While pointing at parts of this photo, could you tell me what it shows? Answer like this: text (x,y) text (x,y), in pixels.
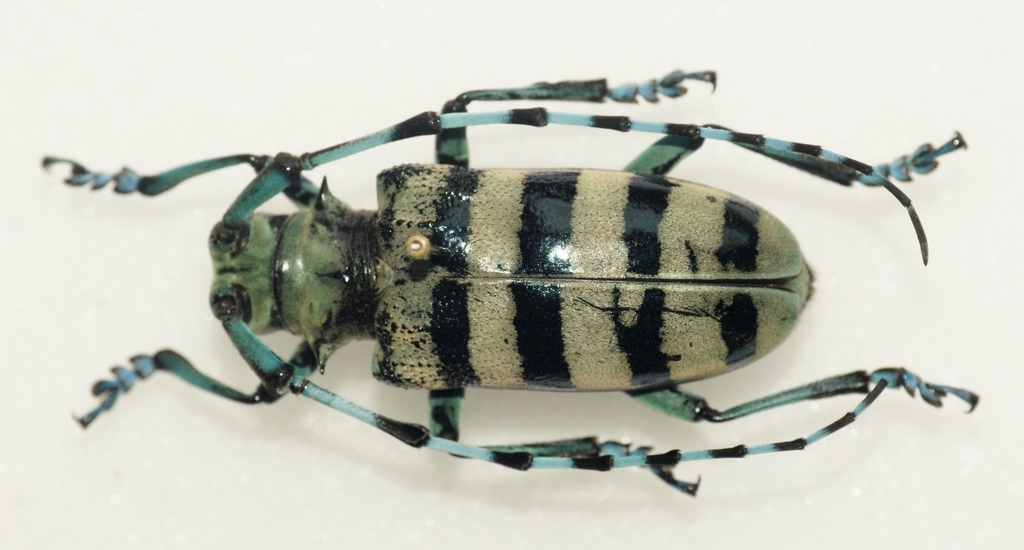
In this picture we can see an insect (373,362) on the platform (504,390).
